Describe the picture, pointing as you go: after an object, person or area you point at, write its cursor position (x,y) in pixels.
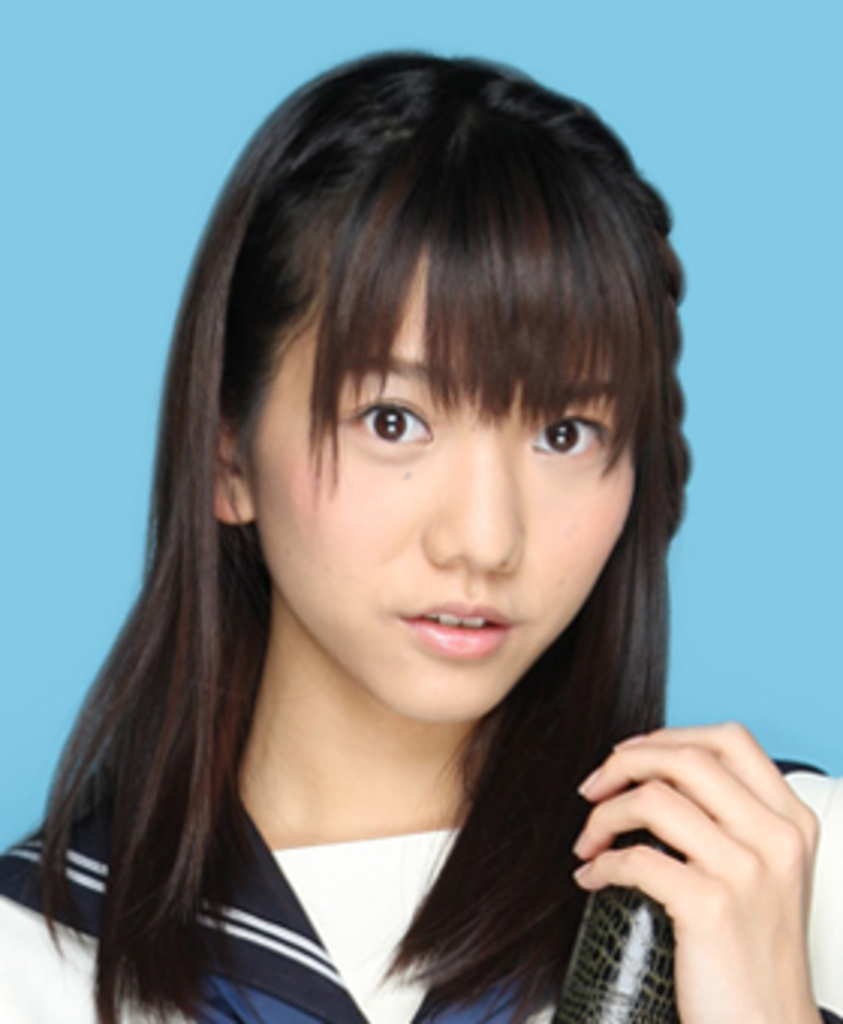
In this image I can see a girl (517,846) is wearing a t-shirt (384,906), it looks like she is holding a black color thing (650,962) with her hand (752,948).
